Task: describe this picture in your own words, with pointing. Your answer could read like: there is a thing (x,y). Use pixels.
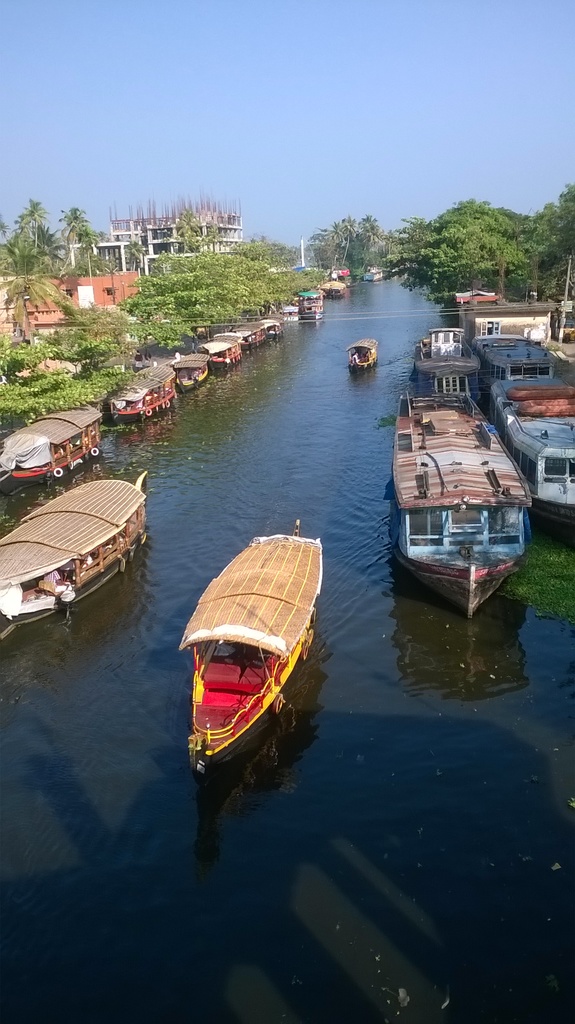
In this image, we can see boats (452,371) on the water (293,809) and in the background (262,260), there are trees (495,258), buildings (543,316) and poles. At the top (247,202), there is sky (234,143).
